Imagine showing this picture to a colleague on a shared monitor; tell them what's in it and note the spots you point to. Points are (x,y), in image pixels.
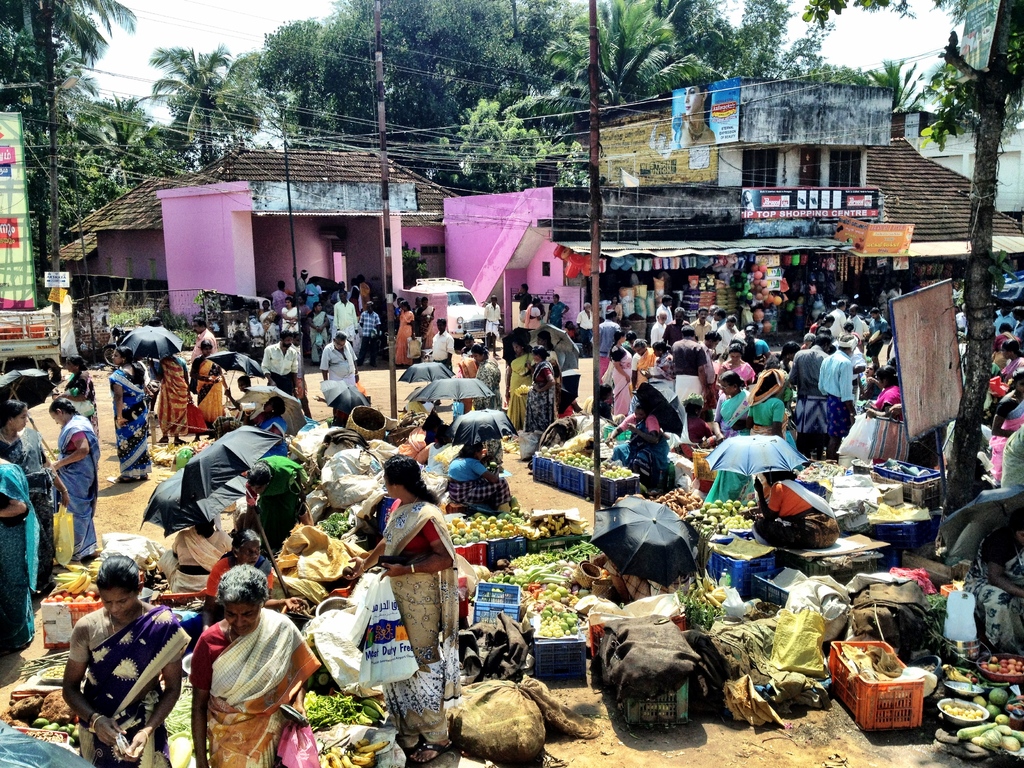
In the background (355,15) we can see the sky (186,44), trees (1017,10), buildings (755,145), roof tiles (917,191), car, hoardings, windows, boards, transmission wires (292,140), poles (386,158), car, stores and the people (1001,302). In this picture we can see the vegetable market (953,562), containers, vegetables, umbrellas (963,538), bags (839,599) and few other objects (867,595). Few people (444,427) are selling the vegetables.
